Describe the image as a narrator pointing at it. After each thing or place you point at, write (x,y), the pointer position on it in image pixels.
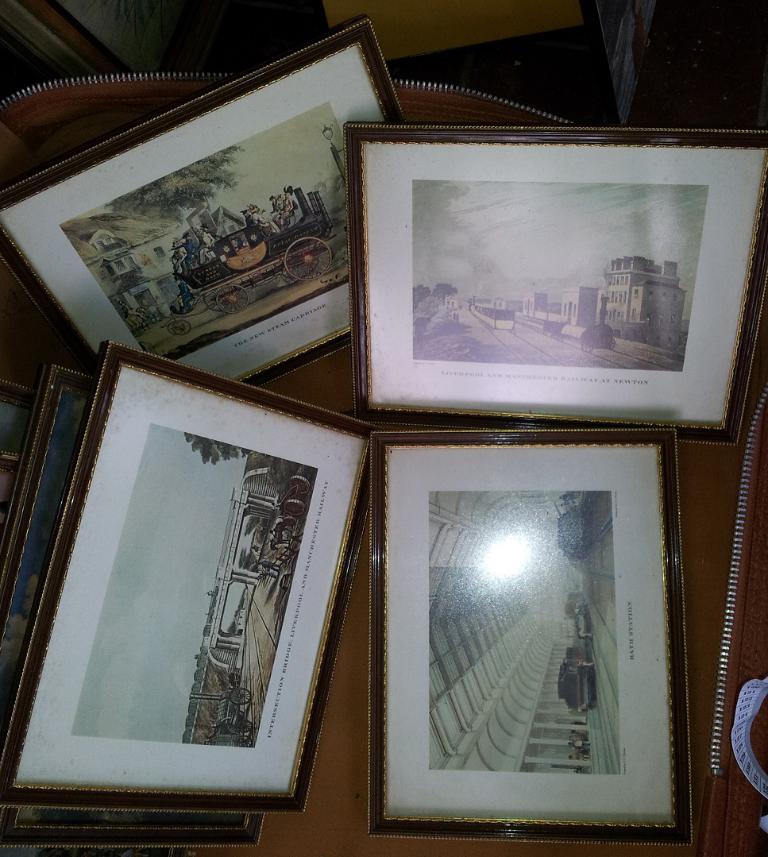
In the picture I can see photo frames (320,492) on an object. In this photos (241,481) I can see paintings (208,528) of people (215,259), the sky (471,251), trees (148,208) and some other things (255,498).
